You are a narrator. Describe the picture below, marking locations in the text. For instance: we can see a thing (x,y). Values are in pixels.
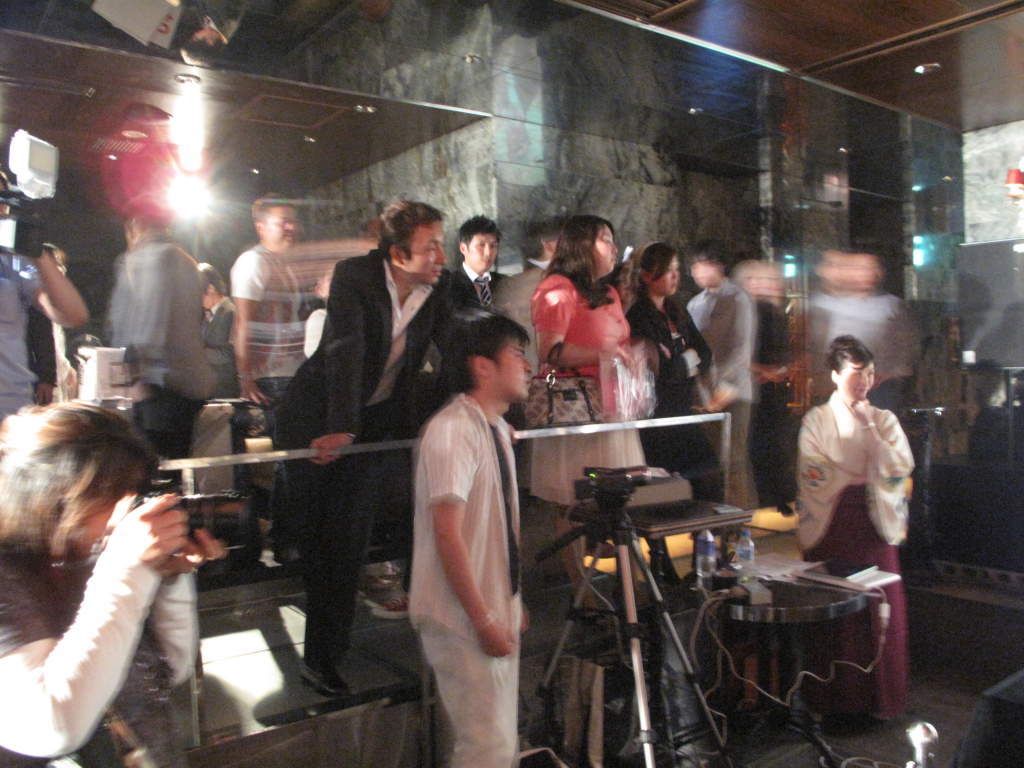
In the picture there is some event is going on, in the front (611,521) there are two cameras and in the left side (171,547) a person (131,528) is capturing the photo and behind them many people (653,268) are standing and watching.
